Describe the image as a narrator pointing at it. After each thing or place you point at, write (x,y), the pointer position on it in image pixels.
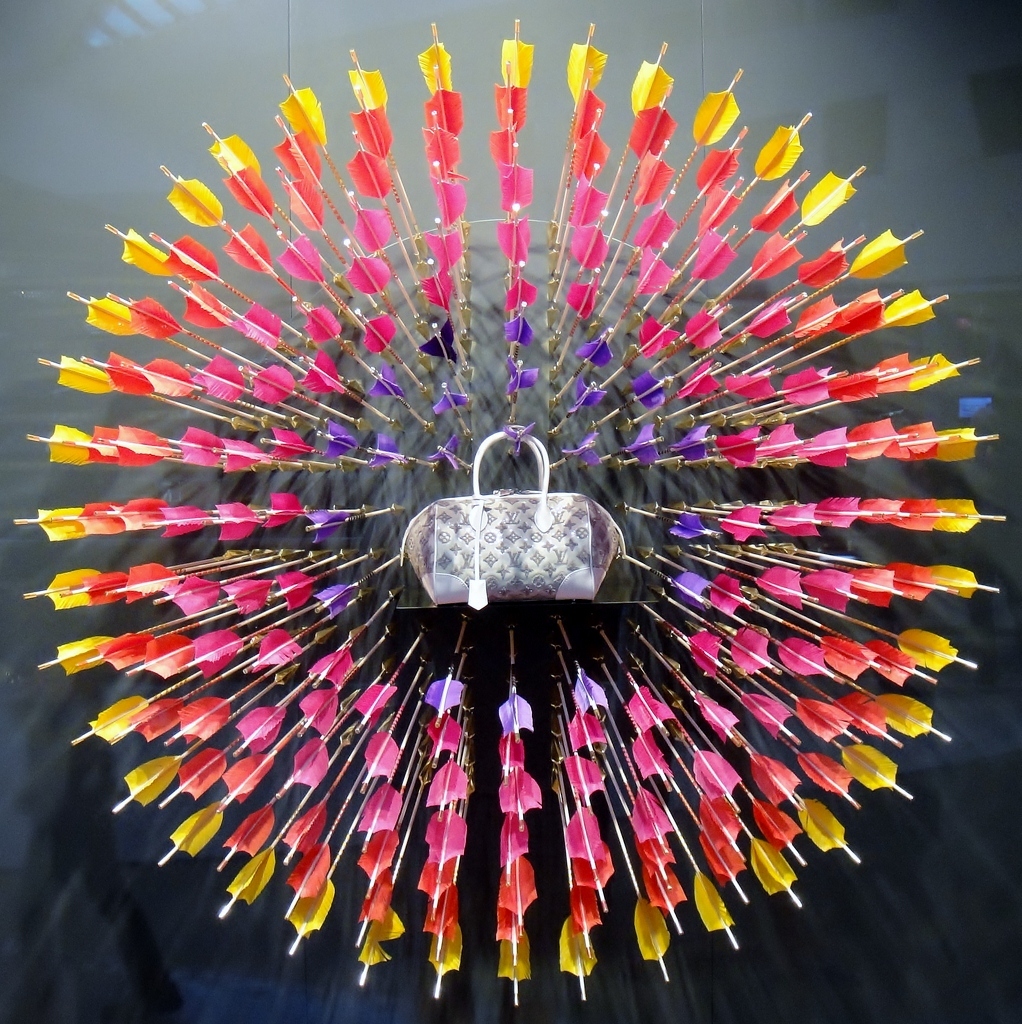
In a picture we can see a arrows (97,319) with design (750,430) and we can also see a handbag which is white in colour with tag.
